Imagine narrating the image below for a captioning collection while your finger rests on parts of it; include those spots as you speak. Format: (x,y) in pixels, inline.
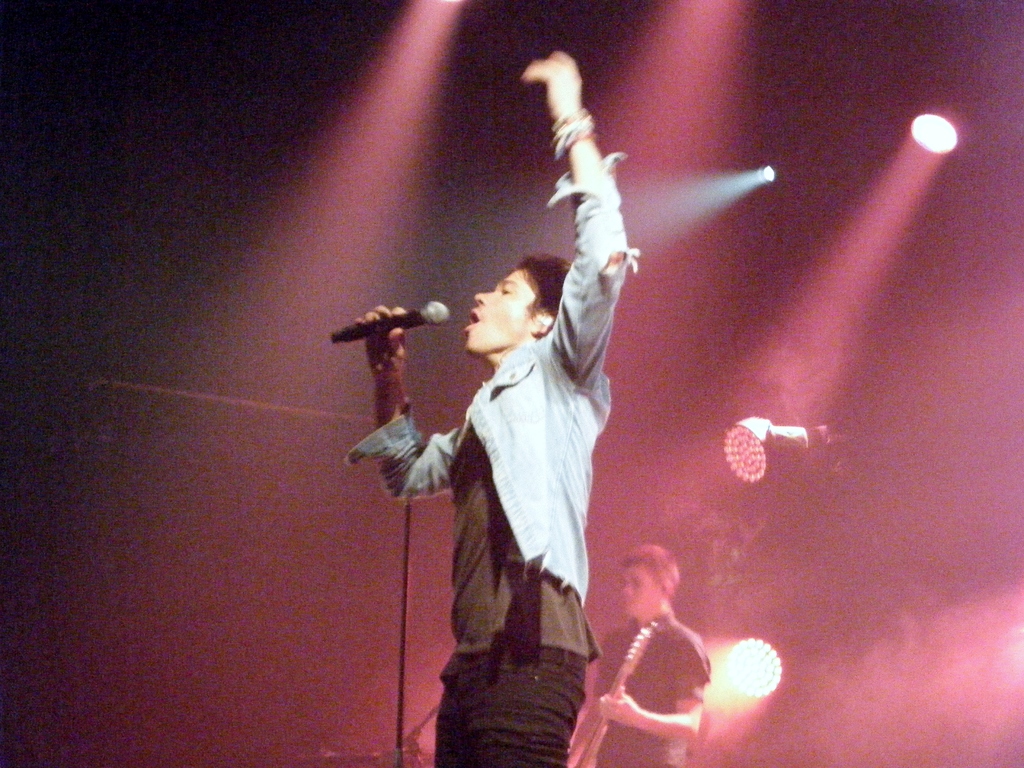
In the picture we can see a man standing and holding a microphone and singing a song and besides him we can see a person (657,575) holding a guitar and playing it and in the background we can see some focus lights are focused on them.
